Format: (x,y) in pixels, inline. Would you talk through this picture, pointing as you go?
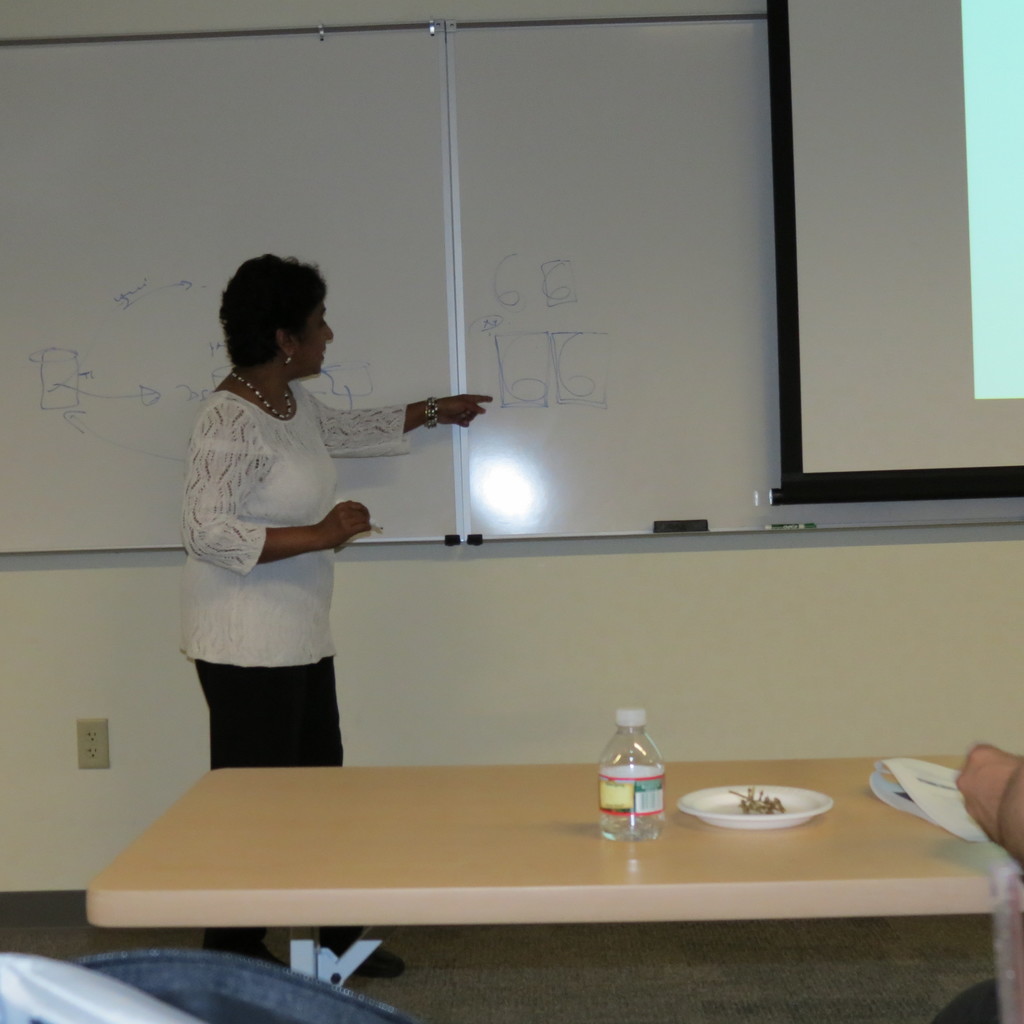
The woman (282,548) in white shirt (218,556) and black pant (254,723) is holding a marker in her hand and she is explaining something on the white board (345,308). Beside that, we see a projector screen (921,192). In front of her, we see a table (549,895) on which plate (800,818), paper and water bottle (651,808) are placed. Behind her, we see a white wall (807,549). This picture is clicked inside the room (852,278).
